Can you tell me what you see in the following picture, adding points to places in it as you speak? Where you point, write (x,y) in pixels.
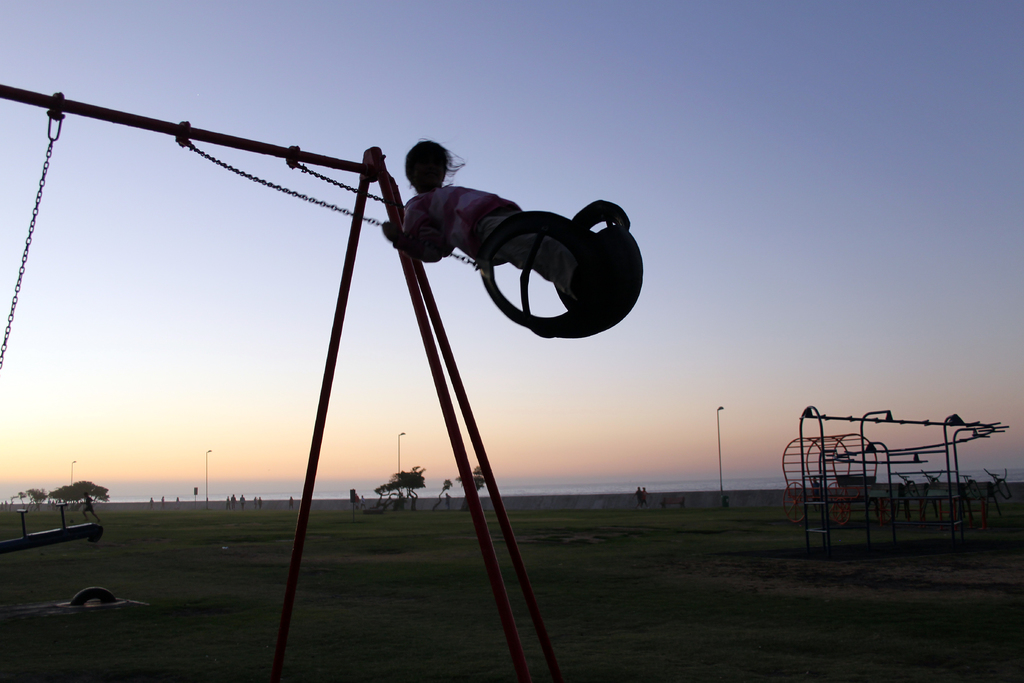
In this image in the front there is a person (459,202) swinging. In the background (557,530) there is grass (574,578) on the ground (806,573), there are iron rods (846,460) and there is a cart (882,488), there are persons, trees (96,489) and poles (720,484) and there is water (578,489).
